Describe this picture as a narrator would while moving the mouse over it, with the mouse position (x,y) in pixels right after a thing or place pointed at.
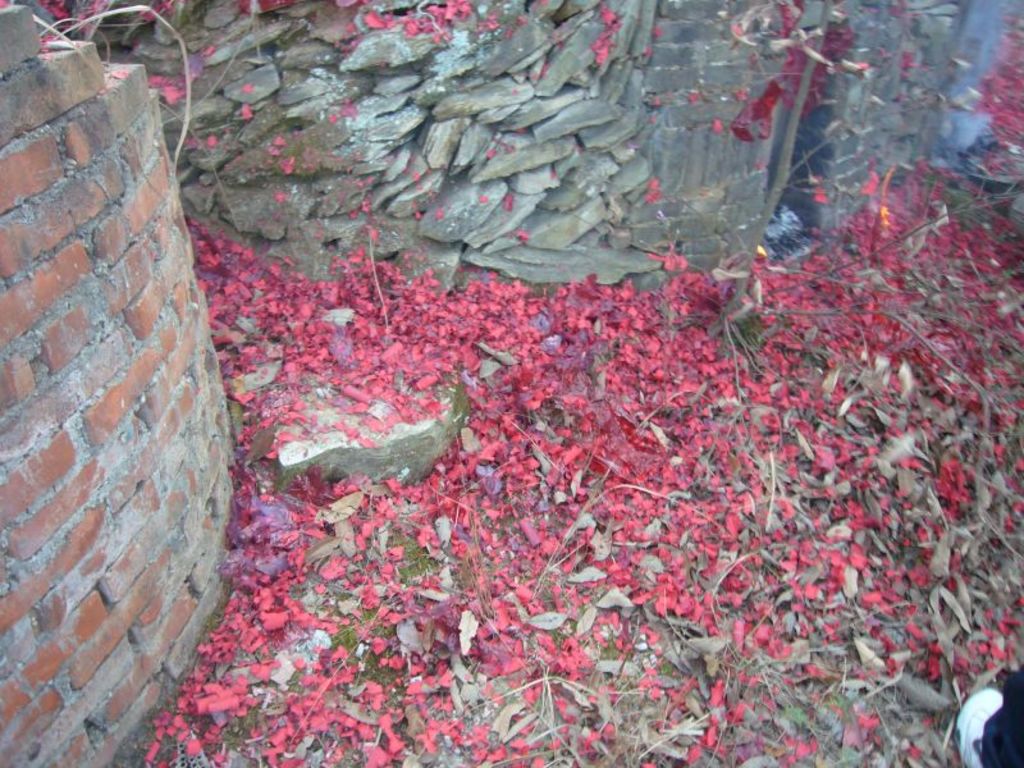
In this image we can see a brick wall (145,361) on the left side (153,334). On the ground (484,512) there are dried leaves (614,595) and red color objects (597,458). In the back (520,148) there is a stone wall (456,108). Also there is a tree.
